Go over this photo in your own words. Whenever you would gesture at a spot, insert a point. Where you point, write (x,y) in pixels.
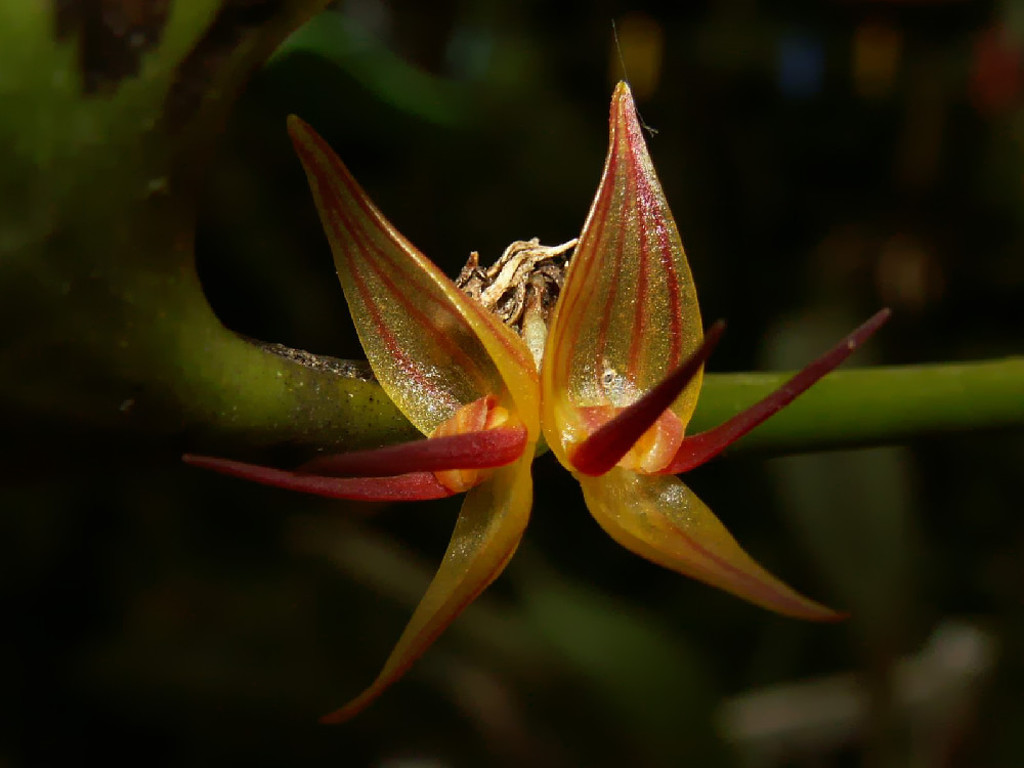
In this picture we can see a flower (493,462) on a stem (376,427) and in the background (737,301) we can see it is dark.
